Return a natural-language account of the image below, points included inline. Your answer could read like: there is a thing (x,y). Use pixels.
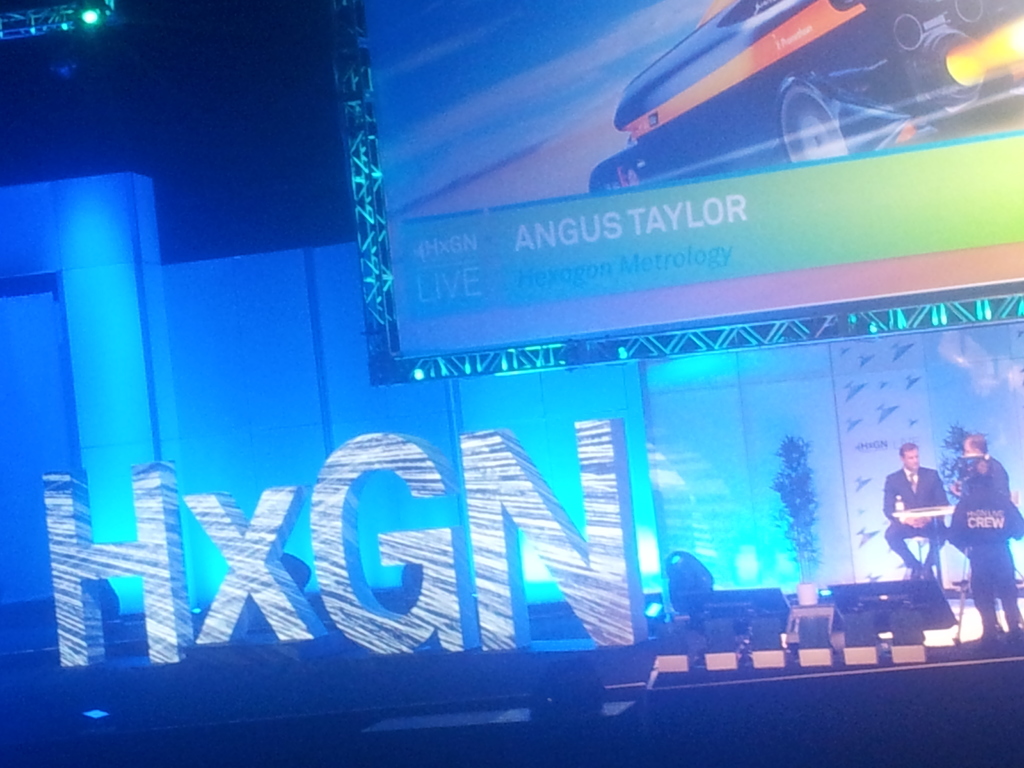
In this image on the right side (914,483) there are two persons (911,495), and in the center (588,507) there is a text (320,555). At the bottom (131,707) it looks like a stage (652,638), and in the background (467,304) there is screen (585,245) and some lights (63,29). On the screen (602,206) there is text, and at the top of the left corner there is one light (92,16).
